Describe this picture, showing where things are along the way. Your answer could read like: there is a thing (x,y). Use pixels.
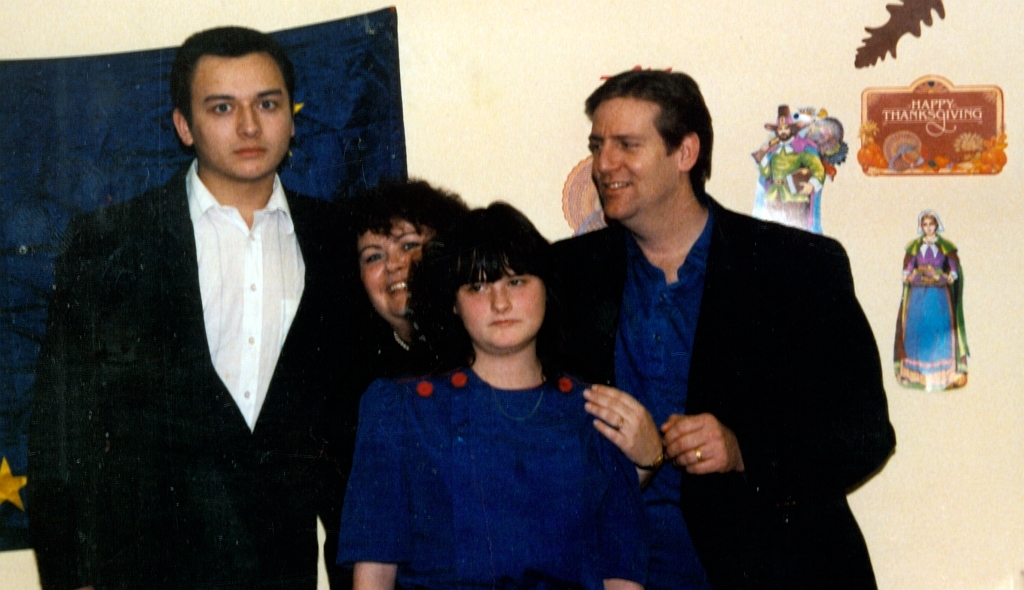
This picture might be taken inside the room (437,460). In this image, we can see four people (525,360) are standing. In the background (393,111), we can see a blue cloth (394,96) and few posters (796,193) which are attached to a wall (685,16).
